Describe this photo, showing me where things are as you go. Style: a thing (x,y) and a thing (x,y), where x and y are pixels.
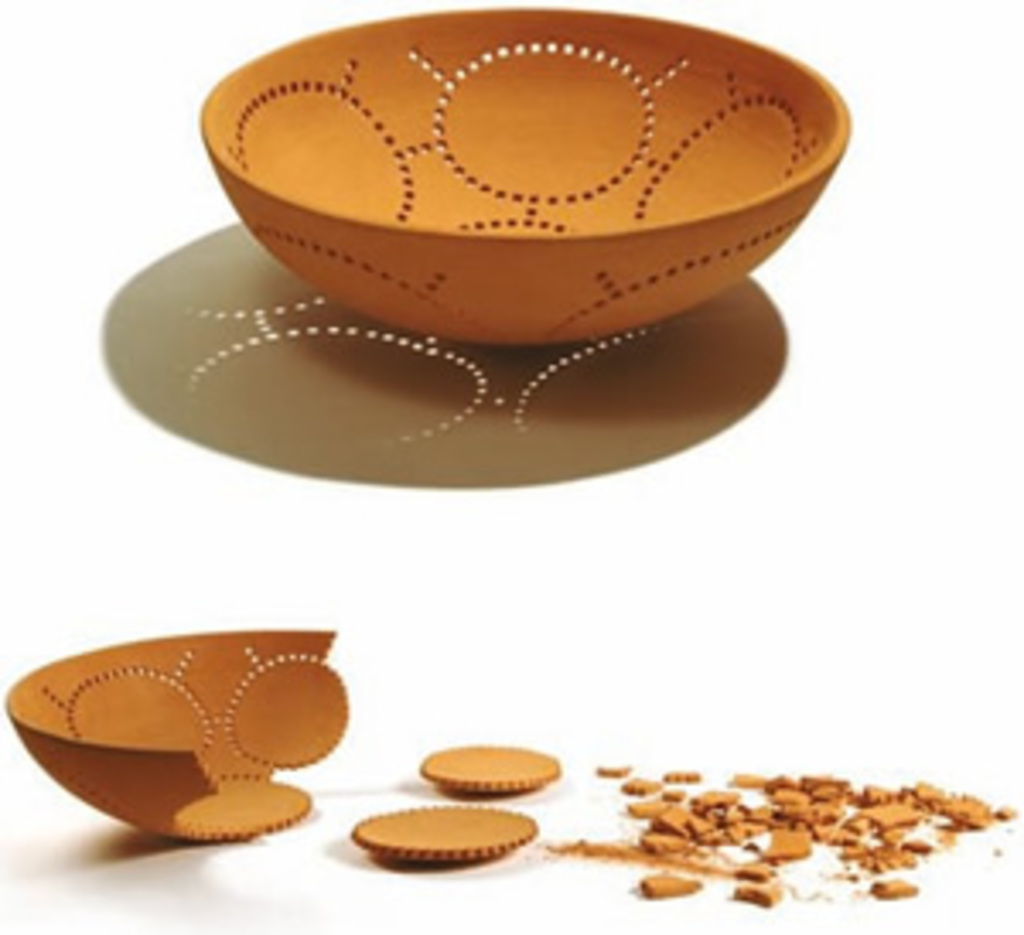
In this picture we can see a bowl (411,326) and the other bowl (187,774) is broken into pieces (452,842). Behind the bowls (126,752) there is a white background (511,696).
